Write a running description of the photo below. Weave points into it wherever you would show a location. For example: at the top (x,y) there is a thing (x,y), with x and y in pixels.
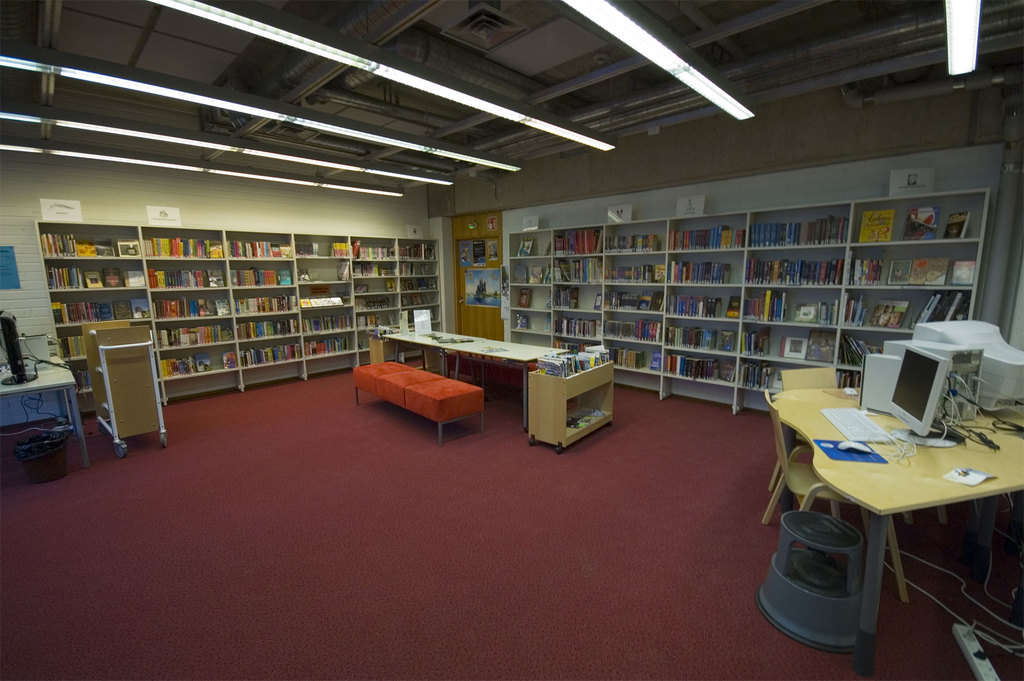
In this picture i could see number of books (640,305) arranged in the cabinets (686,289), it seems like a library (269,312). In the middle (399,351) there is table (539,352) and bench (415,386) and in the right corner (879,443) there is a table (877,484) and on the table (872,467) there are computers (949,376) and to the left side of the table (894,488) there is a screen (20,358) and red color carpet (278,517). On the ceiling (418,93) there are white tube light (308,163).
